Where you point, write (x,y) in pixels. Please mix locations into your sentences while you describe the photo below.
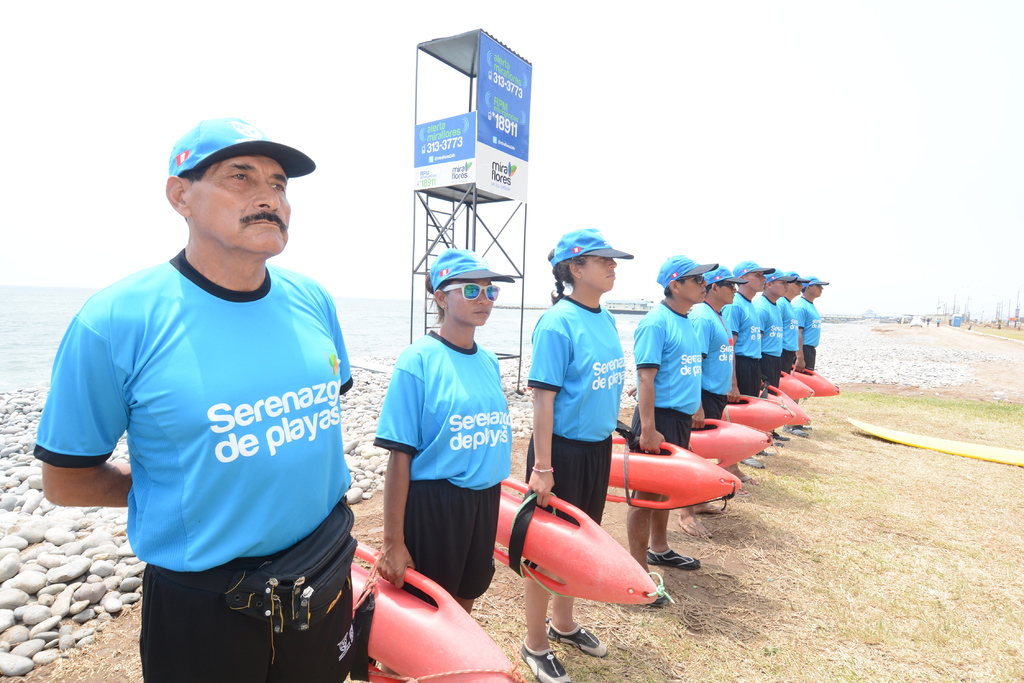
The picture is taken near a beach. In the foreground of the picture (168,582) there are people (480,451), dry grass (774,632) and stones (855,370). On the right (953,445) there is a surfboard (931,443). In the center of the picture (413,232) there is a ladder (469,227) and a tower (458,172). In the background (51,296) there is water (377,315), in the water (634,314) there are ships (636,308). Sky (904,309) is sunny.
